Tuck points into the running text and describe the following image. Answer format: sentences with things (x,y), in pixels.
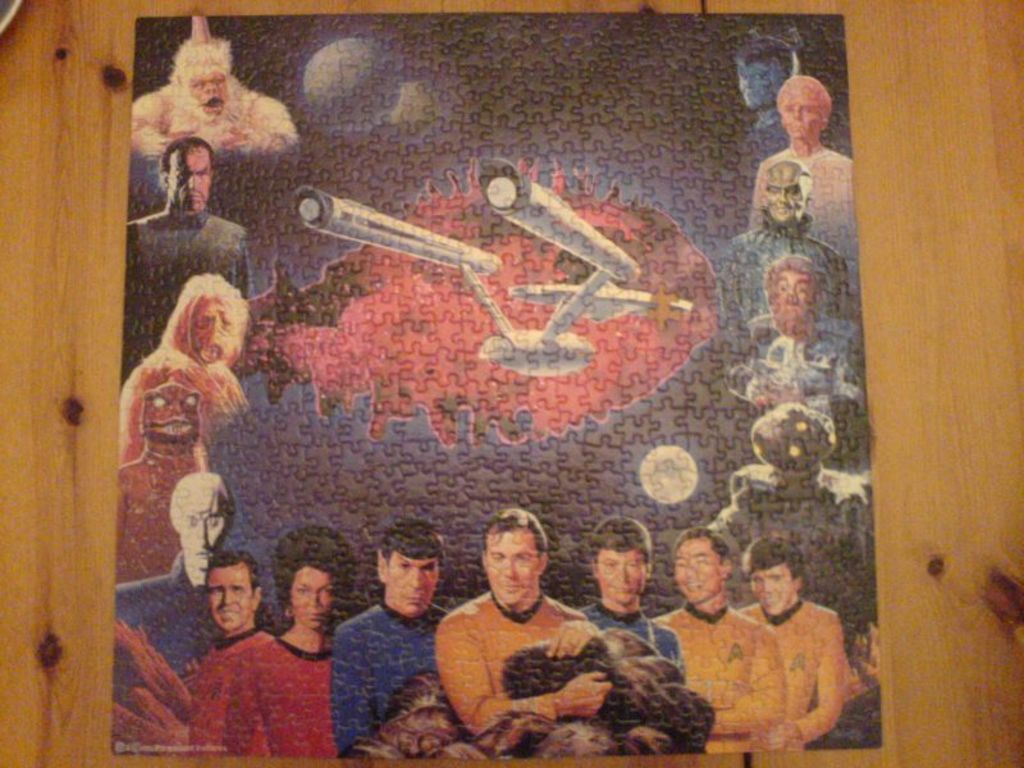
In this image we can see a puzzle card (565,350) on a platform (864,46) and on the puzzle card (422,404) we can see the pictures (304,595) of persons (319,582), plane (408,242), moon (642,471) and aliens (675,682).
